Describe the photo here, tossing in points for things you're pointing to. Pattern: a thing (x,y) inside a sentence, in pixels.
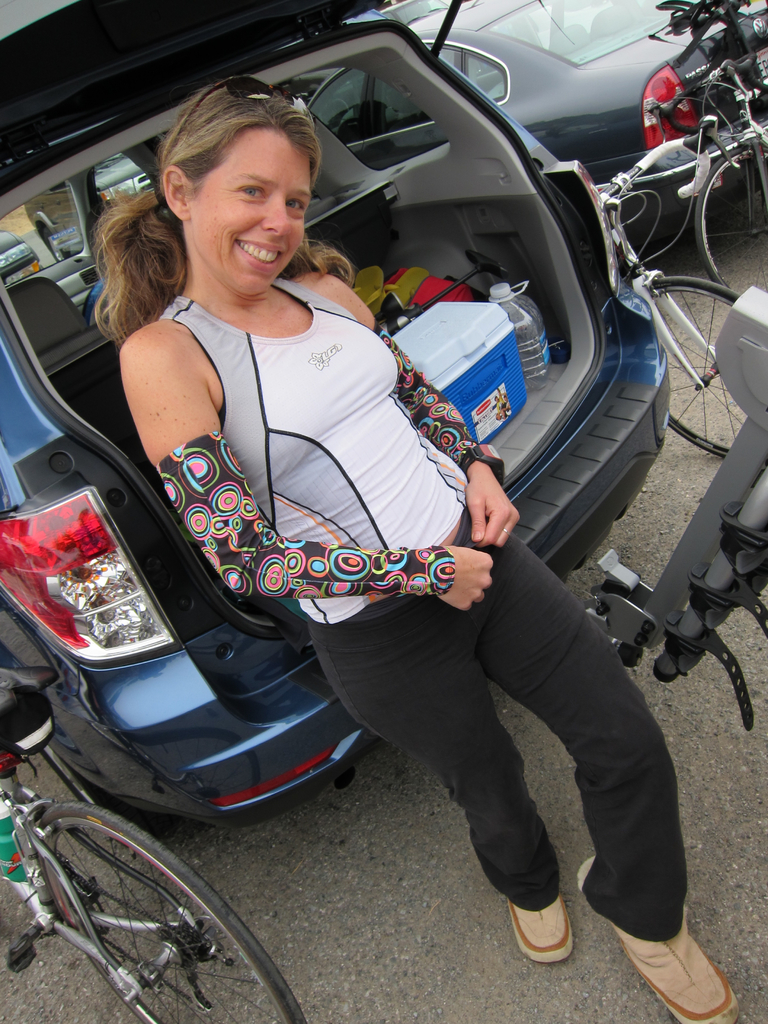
In the middle of the image (468,546) a woman (439,472) is standing. Behind her there are some vehicles (524,440) and bicycles (114,832) and she is smiling.
